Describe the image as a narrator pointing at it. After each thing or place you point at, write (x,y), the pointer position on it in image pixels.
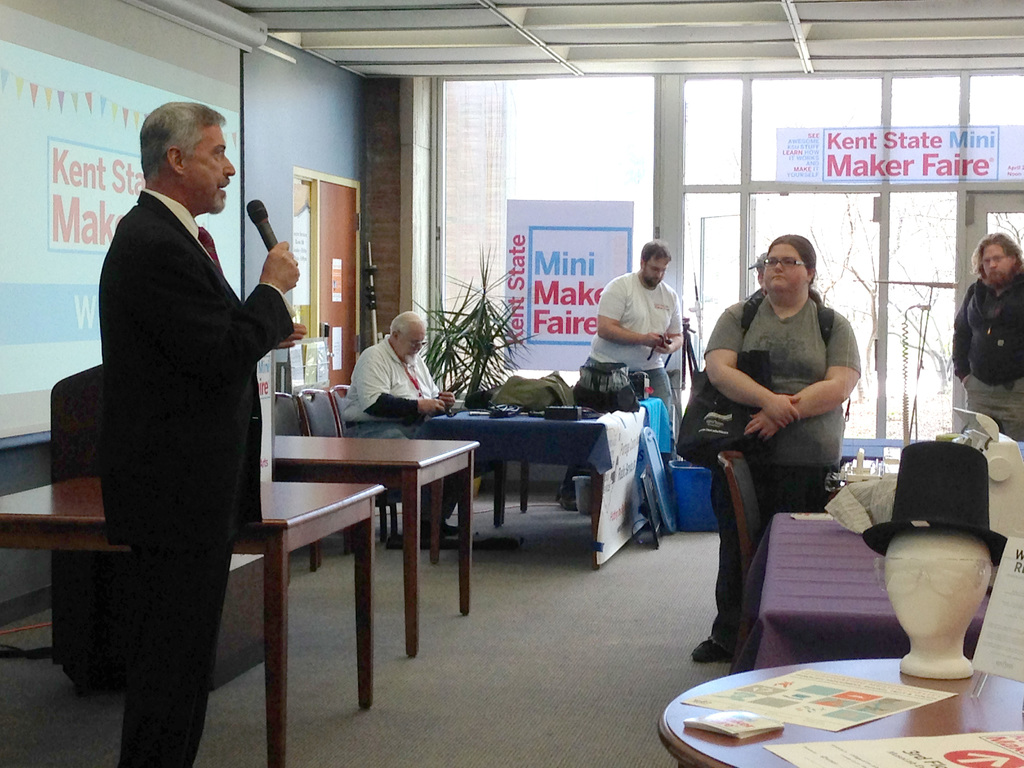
In this picture we can see some persons (629,317) standing and listening to the person (122,419) holding mic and talking and on left side (318,509) we can see table (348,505), chair (340,386), person (391,408) sitting and on table (567,423) we have bags (524,379) and in the background (550,316) we can see window (565,151), banners (532,212), door (322,245), and here on table (968,695) we can see some sculpture (965,606) with goggles (976,574) and cap (911,509) on it, paper (785,705).
